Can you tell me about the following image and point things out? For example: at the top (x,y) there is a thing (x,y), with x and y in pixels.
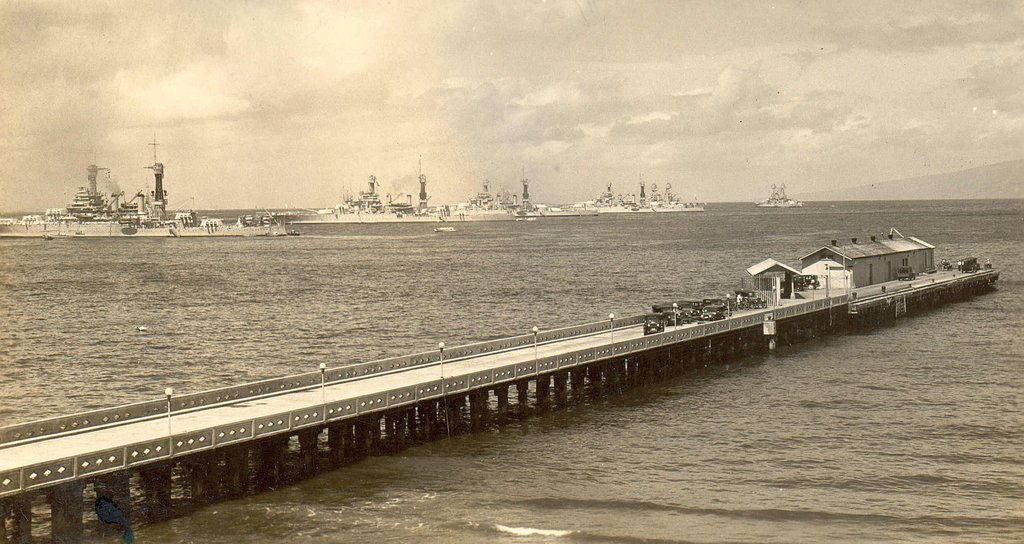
In this image there are ships (517,215) in the sea (344,355), in front of the image there is a platform (403,408) on the sea (524,228), on the platform (220,415) there are lamp posts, vehicles (756,297), wooden houses (790,293) and there are some people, in the background of the image (892,194) there is a mountain (869,192), at the top of the image (710,126) there are clouds (194,76) in the sky (739,143).
